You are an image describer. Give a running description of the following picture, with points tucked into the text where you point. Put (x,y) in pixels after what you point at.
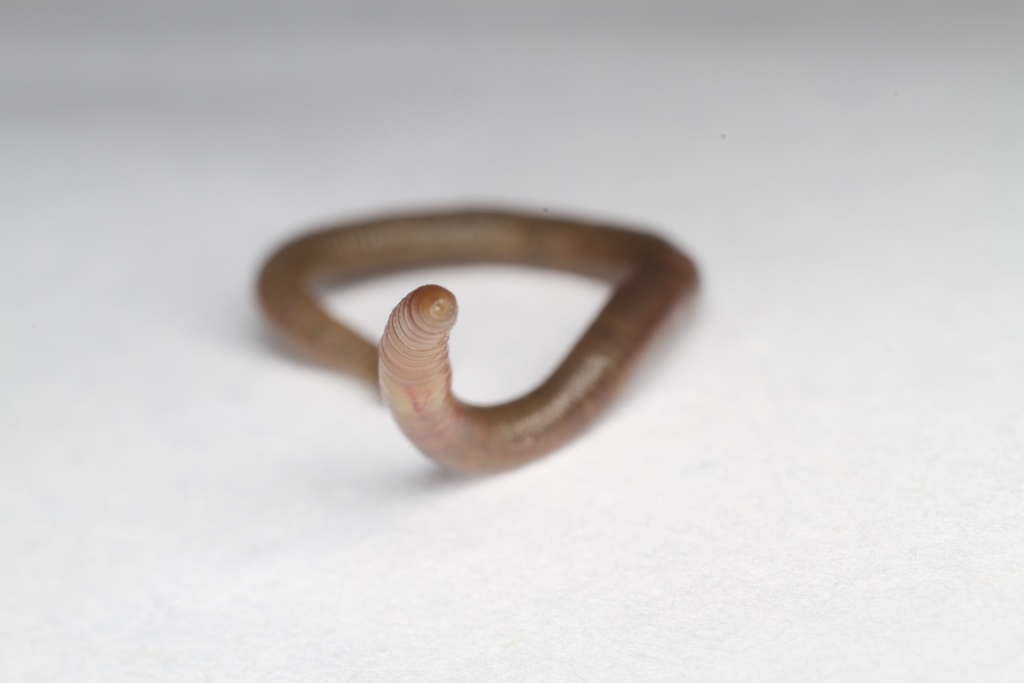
In the picture I can see something which looks like a worm (536,416) on a white color surface (582,547). The background of the image (557,96) is blurred.
